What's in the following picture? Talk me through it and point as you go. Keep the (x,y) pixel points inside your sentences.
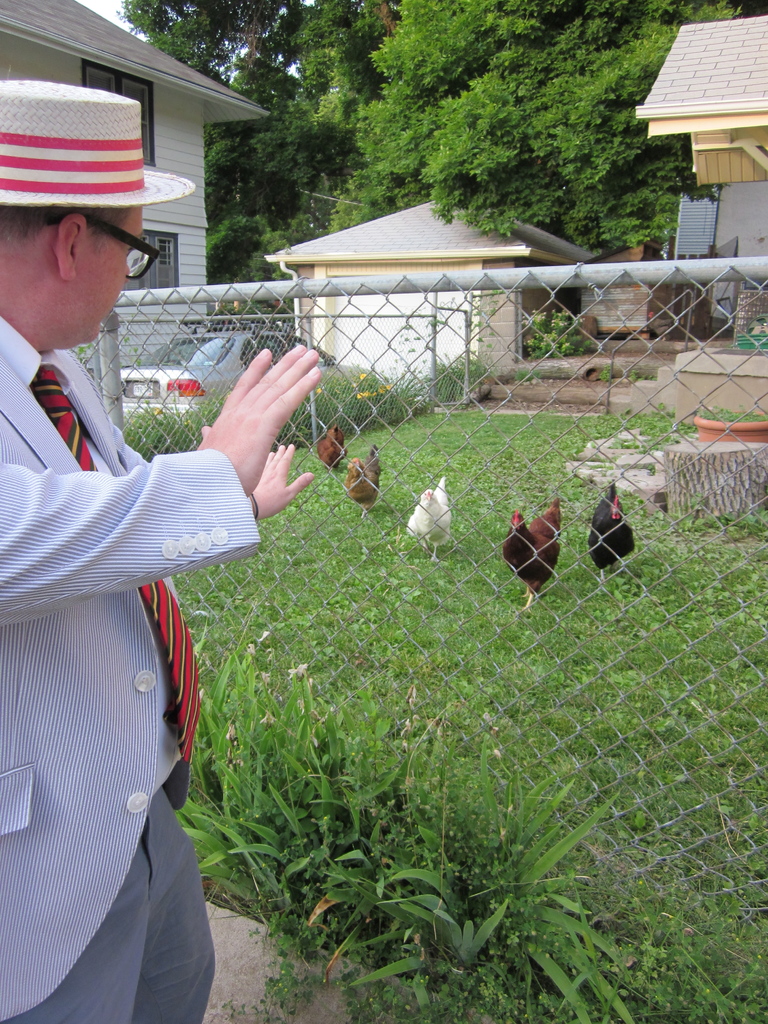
In this image, at the left side (40,621) there is a man (4,403) standing and there is a fencing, at the right side (665,580) there is grass (700,616) on the ground (537,645) which is in green color, there are some hens (615,548) and there is a house (383,298) and there are some green color trees (468,169).
